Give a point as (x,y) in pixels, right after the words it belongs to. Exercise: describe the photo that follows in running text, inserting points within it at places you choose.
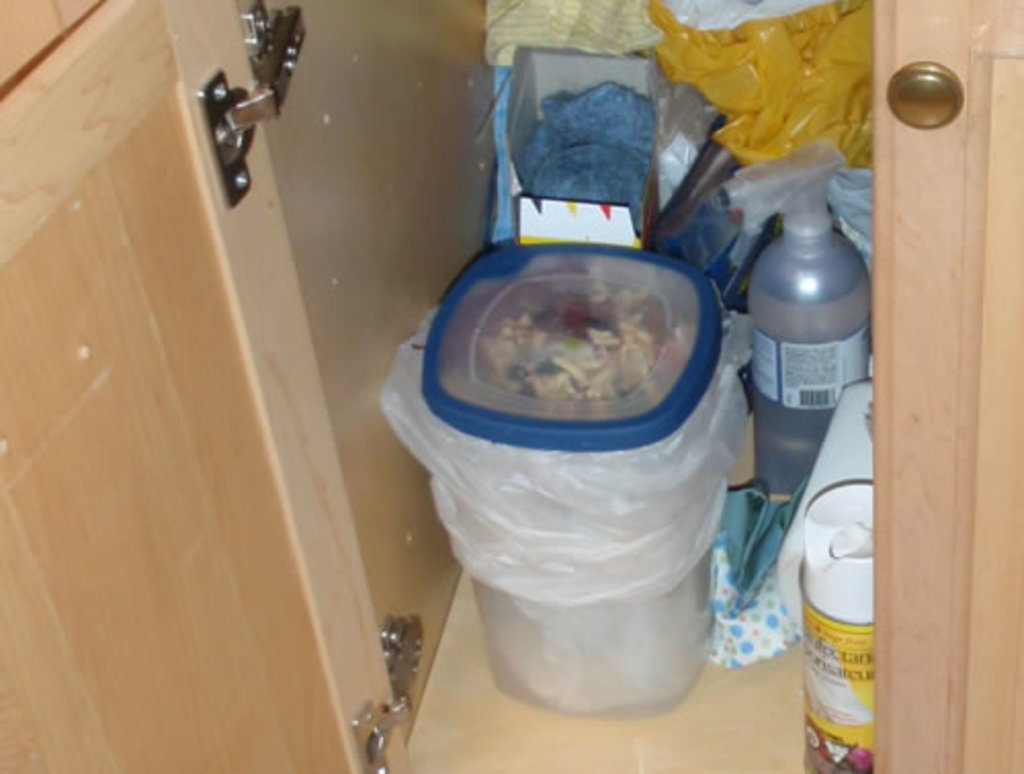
A picture of a cabinet (334,190). This is door (143,344). This is bin (512,628) with trash (519,355). This is bottle (760,311), plastic cover (763,109) and box (511,180). This are things (779,535).
